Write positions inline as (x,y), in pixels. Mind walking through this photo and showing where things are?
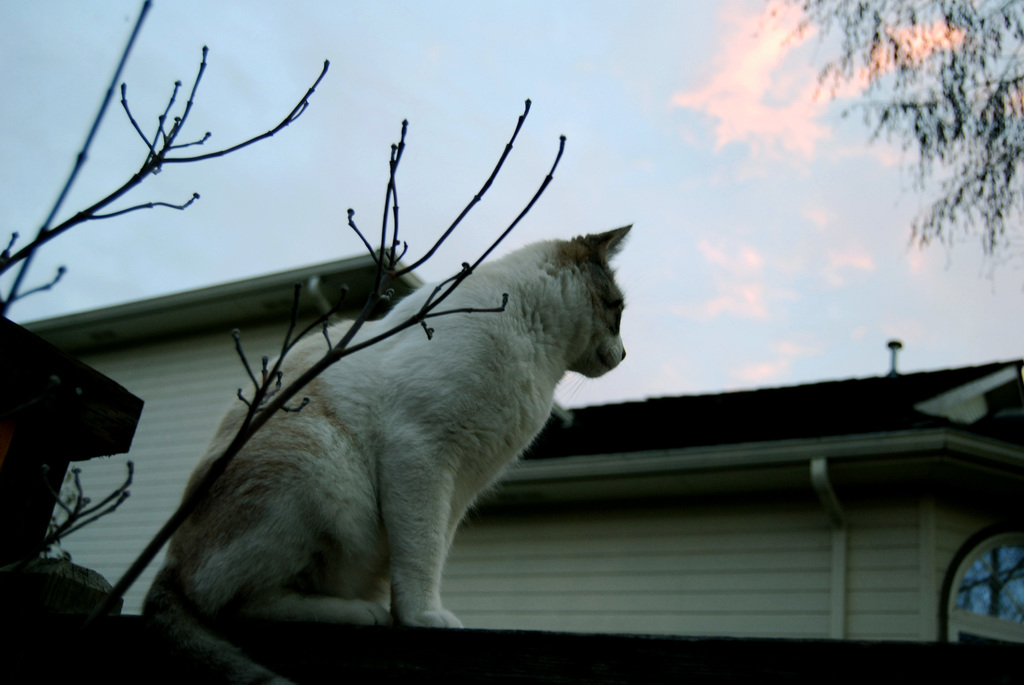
The picture is taken outside a house (115,366). In the foreground of the picture (437,360) there is a cat (363,486) on the wall (550,660). In the background (724,516) there is a house (680,503). At the top right (1001,145) there is a tree (962,68). On the left (315,85) there is a plant (56,279). Sky (296,225) is cloudy.
